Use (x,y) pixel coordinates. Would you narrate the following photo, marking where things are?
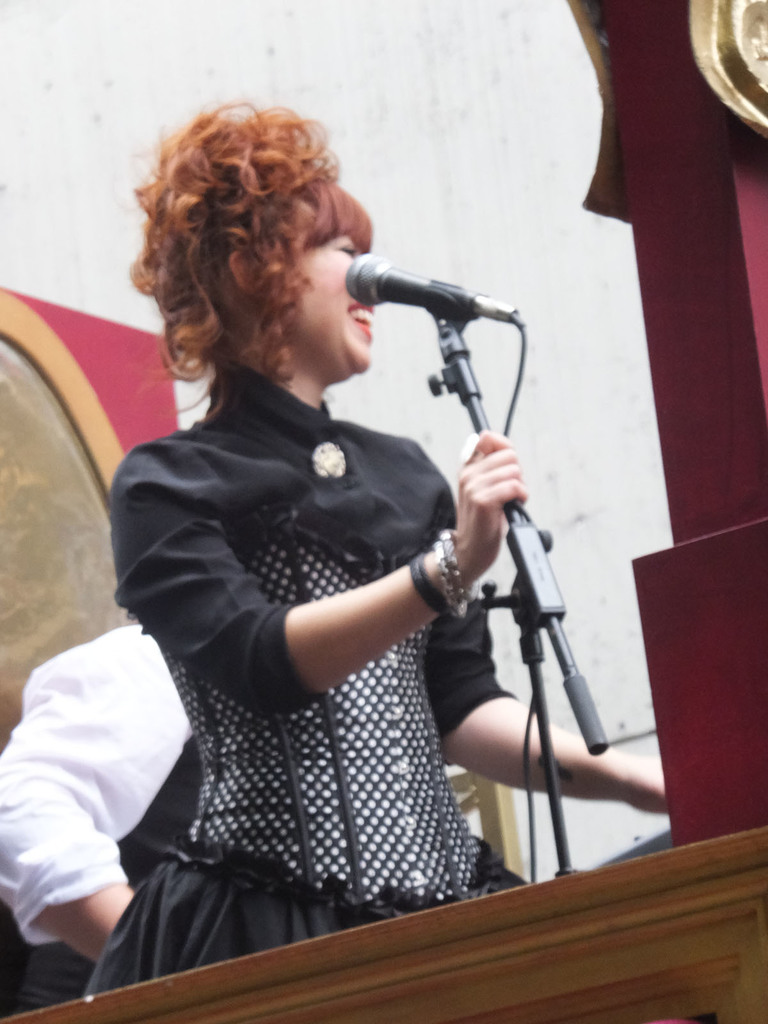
In this image we can see a lady (229,652) holding mic stand (491,598). On the mic stand (457,292) there is a mic (361,298). In the back (127,629) there is a person (44,697). At the bottom (432,940) there is a wooden object (626,920). On the right side (699,191) there is a red stand (676,131). In the background (553,287) there is a wall (8,136).
